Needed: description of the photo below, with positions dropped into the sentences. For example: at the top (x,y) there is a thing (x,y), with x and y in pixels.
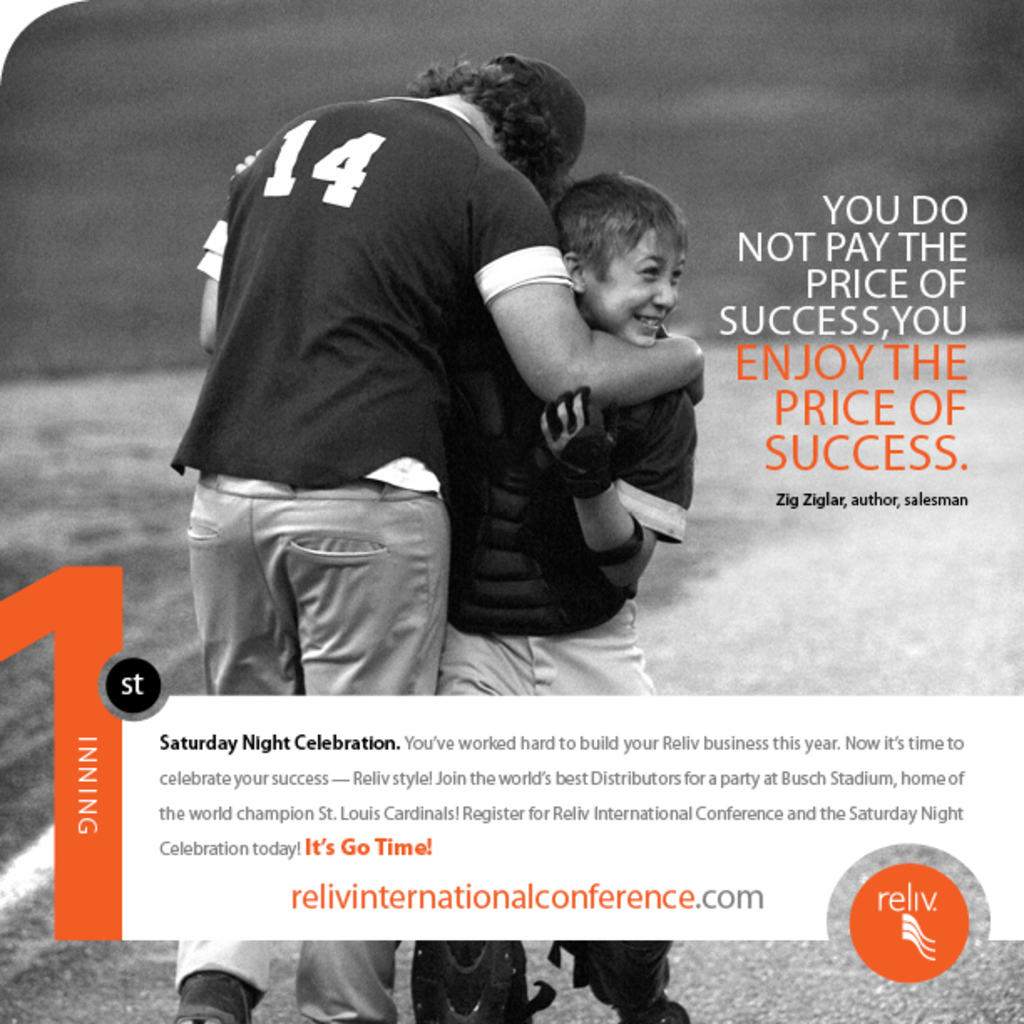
This is a black and white picture, in this image we can see a poster (365,444) with two persons (509,285) and some text (839,383) on it.
